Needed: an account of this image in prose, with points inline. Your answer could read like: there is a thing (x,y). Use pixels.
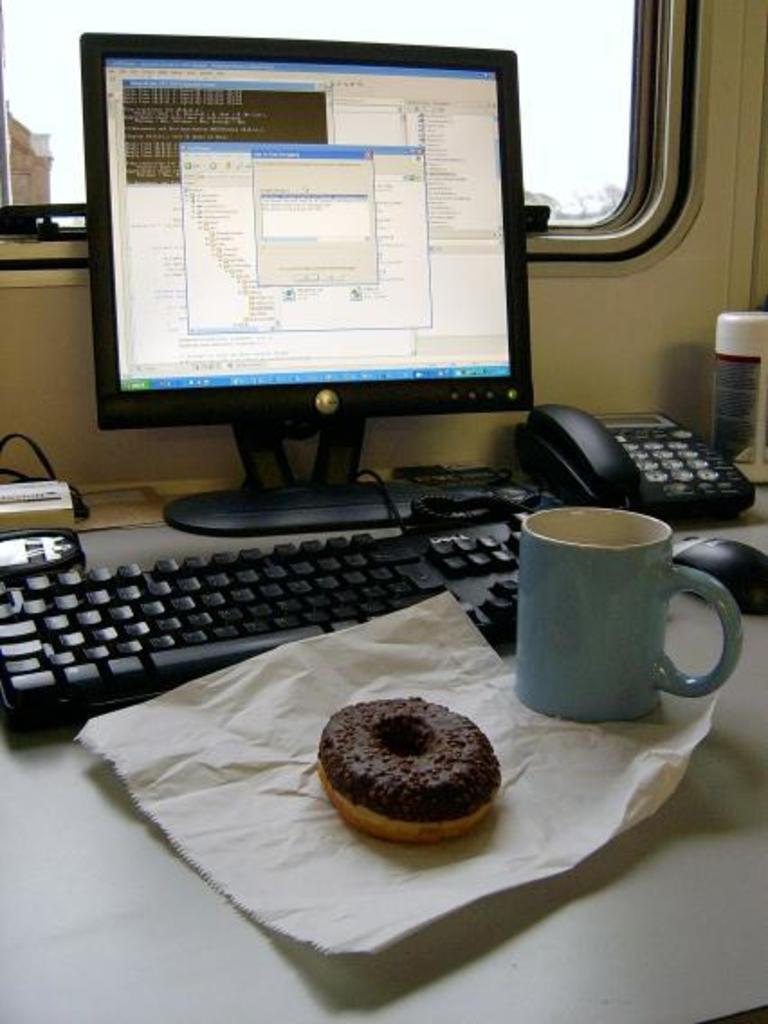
In this image I can see a doughnut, cup (623,622), system (207,409), telephone (624,461) and the bottle (730,412) on the table (218,938). In the background (221,22) there is a window (572,150). Through the window (575,173) we can see sky (567,79).
